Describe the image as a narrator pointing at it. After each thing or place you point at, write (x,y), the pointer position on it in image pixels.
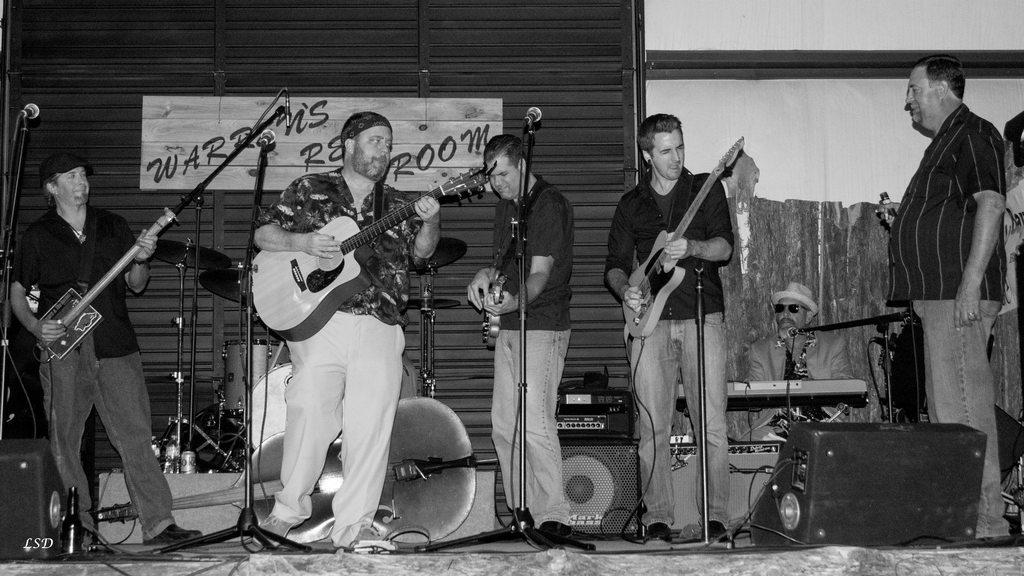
In the image we can see there are people (655,349) who are standing and they are holding guitar (648,327) in their hand (473,287) and the image is in black and white colour.
